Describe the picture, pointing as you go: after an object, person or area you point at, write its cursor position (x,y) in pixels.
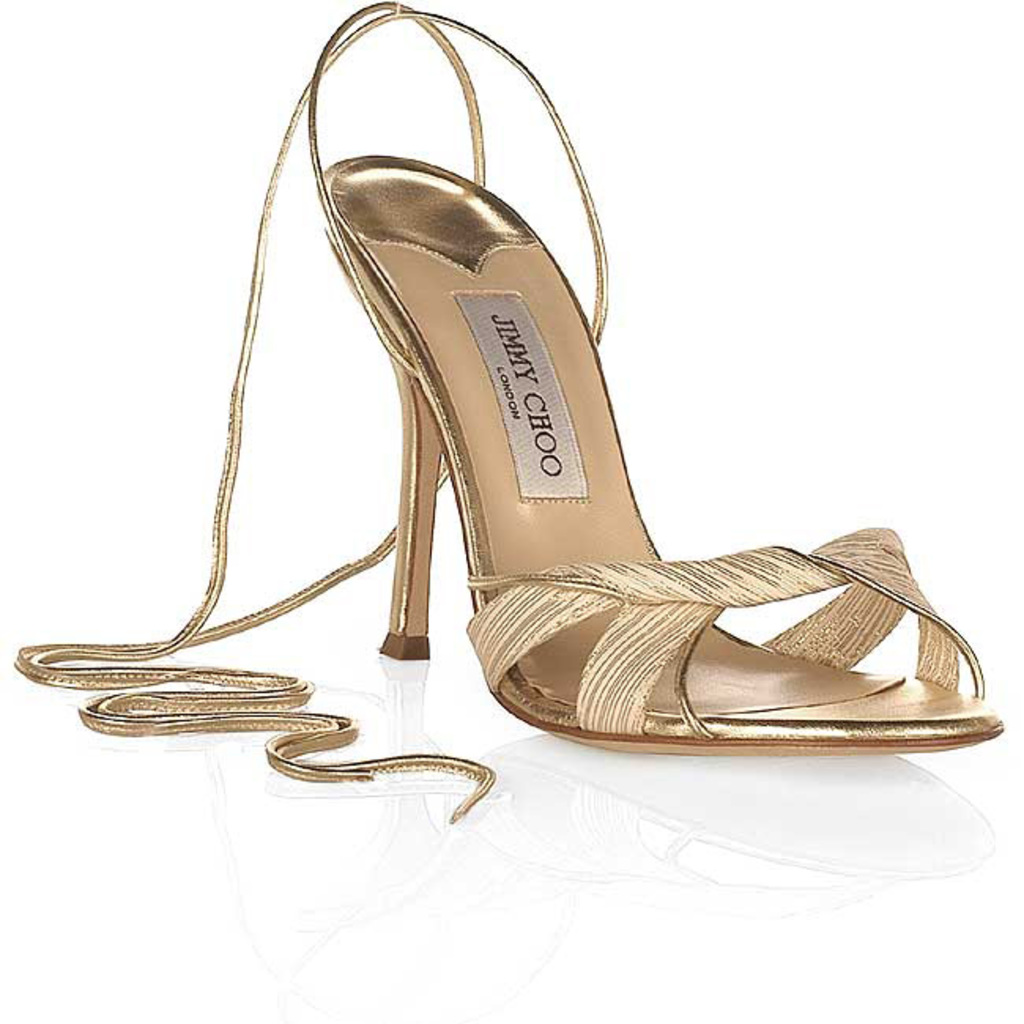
In this picture there is a heel (631,527) of a woman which has jimmy choo written on it.
